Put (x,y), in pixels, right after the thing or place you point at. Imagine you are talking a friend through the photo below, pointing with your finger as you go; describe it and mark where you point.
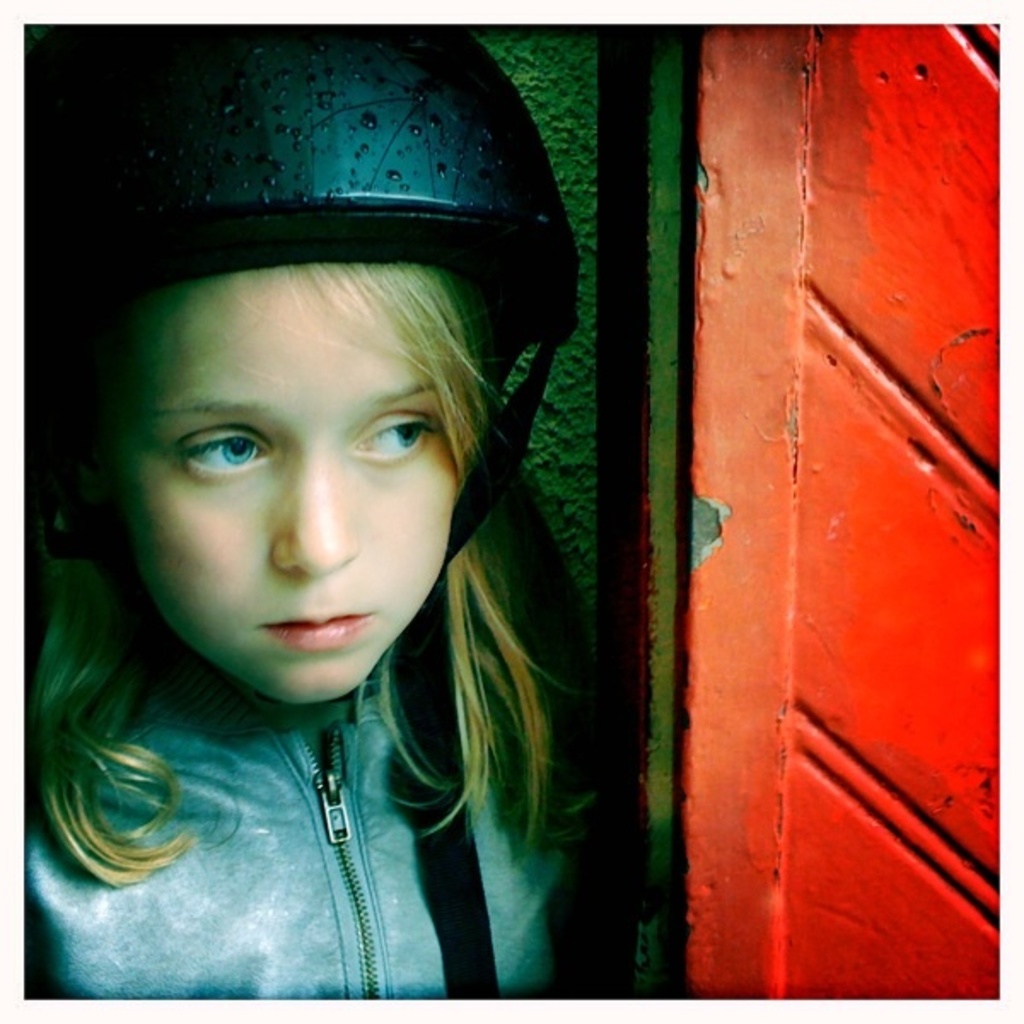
In this picture we can see a girl (301,895) wore a helmet (210,211) and in the background (588,237) we can see green color wall (588,237).
